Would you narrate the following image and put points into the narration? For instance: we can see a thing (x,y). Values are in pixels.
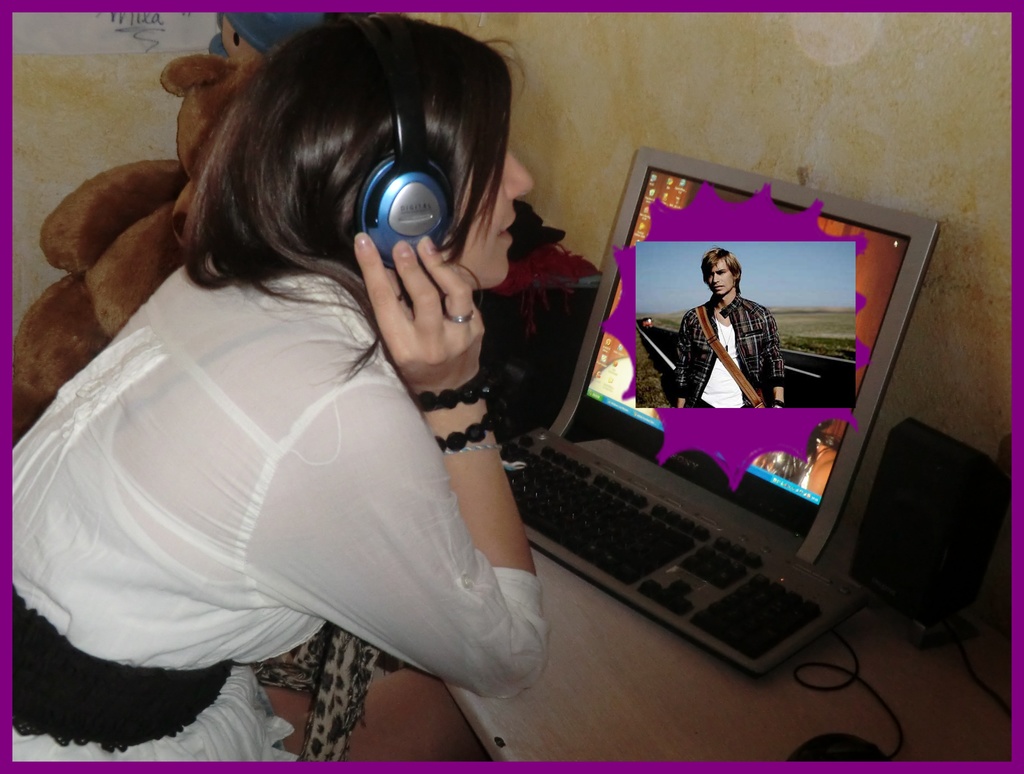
In this image I can see a woman (181,456) wearing white and black colored dress (213,531) is sitting in front of a cream colored desk (634,674). On the desk (693,672) I can see a monitor (764,352), a keyboard (739,544), a mouse (835,737), a speaker (939,522) and few wires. I can see the woman (420,265) is wearing headsets (403,222). In the background (752,107) I can see the cream colored wall (715,72), the brown colored teddy bear (115,214) and few other objects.
